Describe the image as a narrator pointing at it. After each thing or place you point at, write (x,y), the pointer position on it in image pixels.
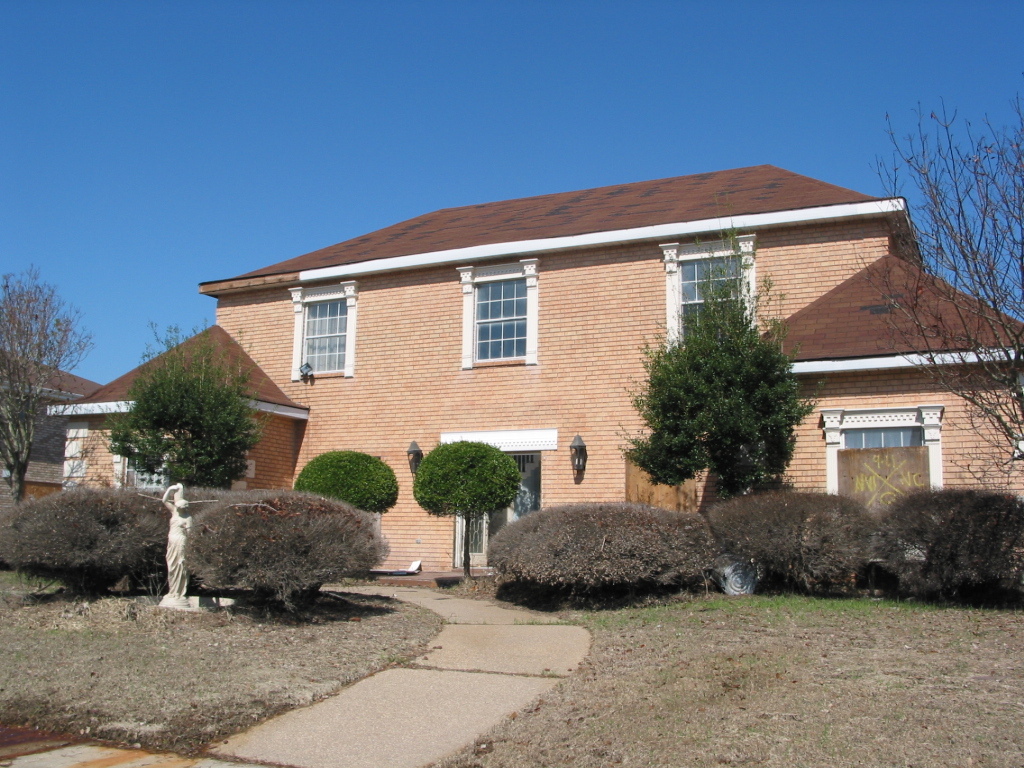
In this picture we can see grass (357,666), plants (236,529), statue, path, houses (241,482), trees (495,480) and lights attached to the wall (544,472). In the background of the image (620,117) we can see the sky (621,126).
